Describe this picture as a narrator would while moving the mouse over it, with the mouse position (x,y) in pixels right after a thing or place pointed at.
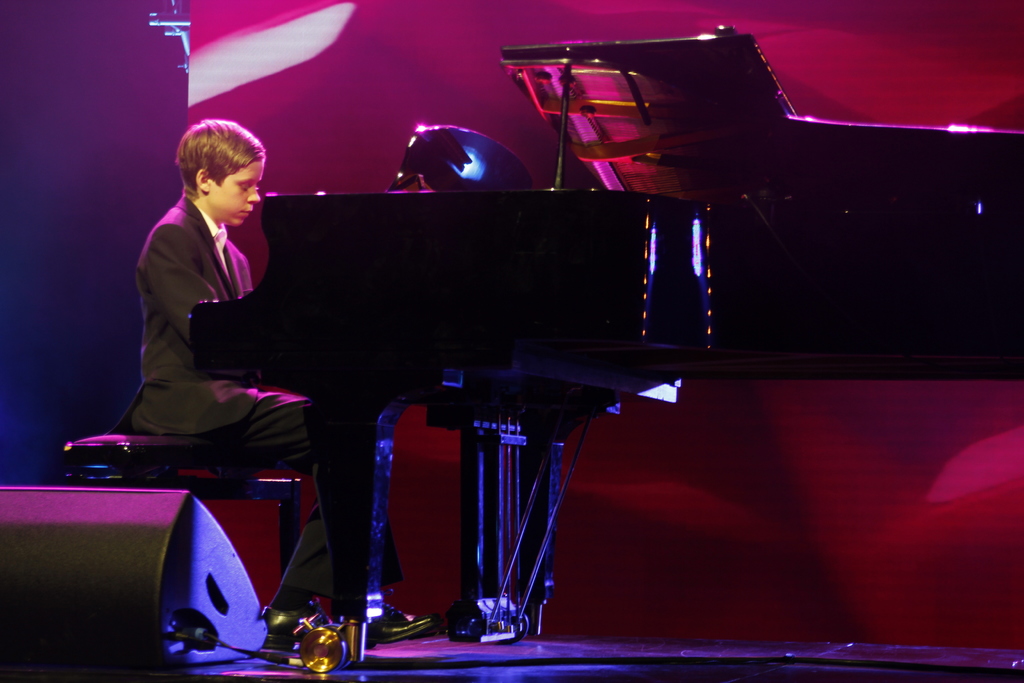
In the image we can see that a boy (190,358) is sitting on a chair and playing piano (264,283). He is wearing blazer (177,255) and shoes (389,619).
